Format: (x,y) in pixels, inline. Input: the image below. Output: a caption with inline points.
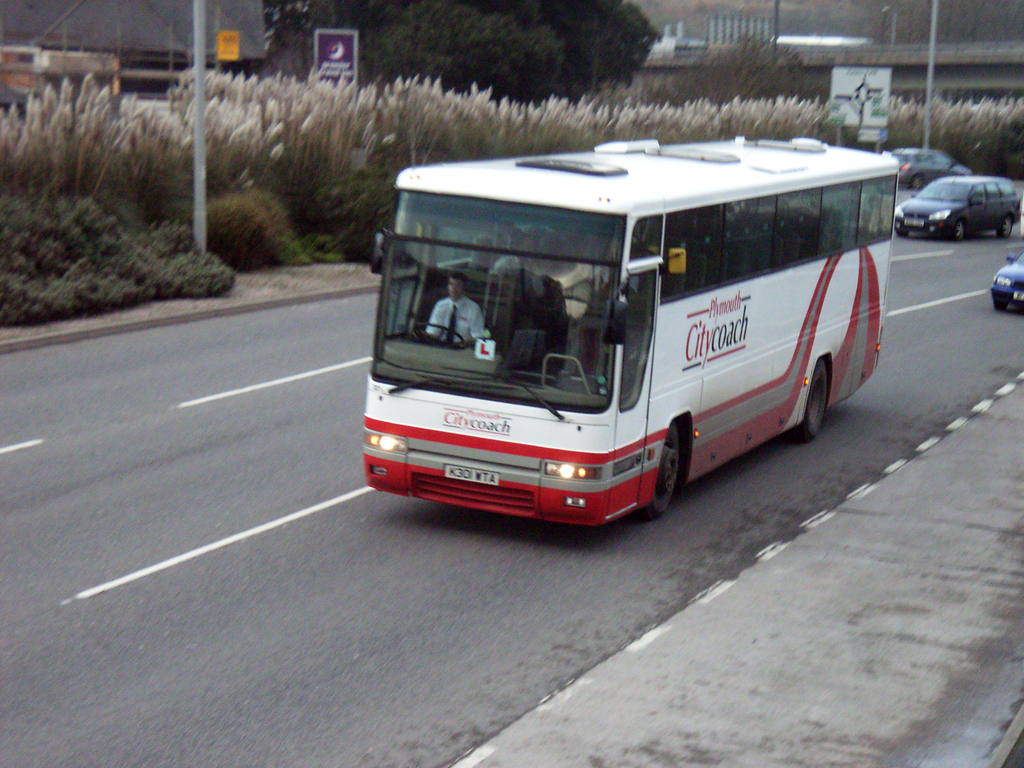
In this image I can see few vehicles (713,363). In front I can see the person (451,307) sitting in the vehicle (645,356). In the background (418,82) I can see few plants (17,133) in green color and I can see few boards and poles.
